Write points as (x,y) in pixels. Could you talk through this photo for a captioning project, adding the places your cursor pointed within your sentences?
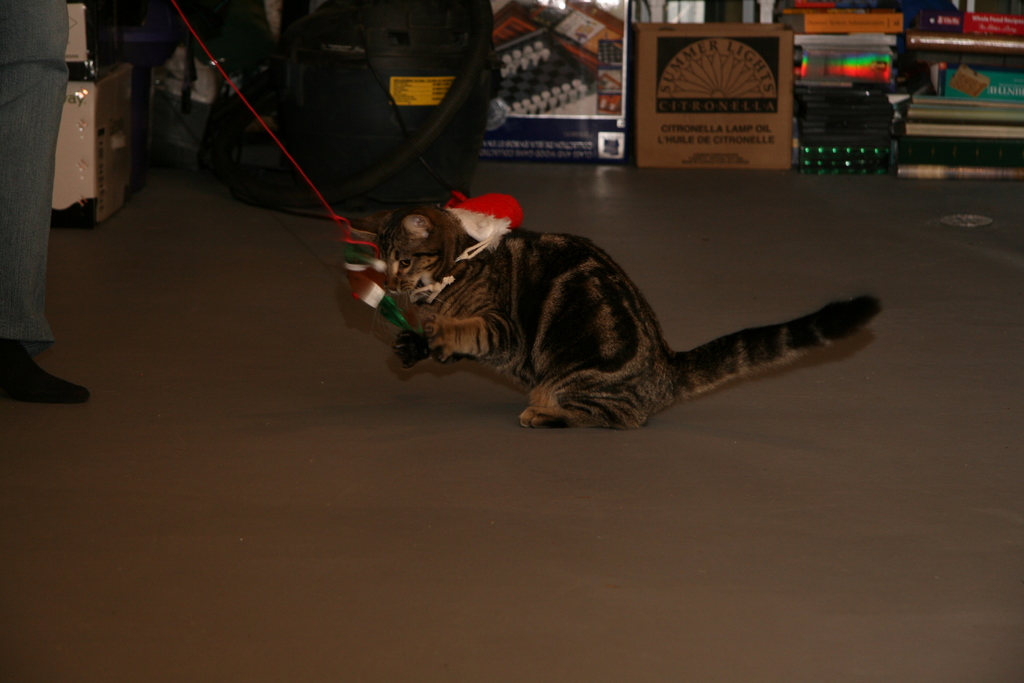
In this image we can see a cat (484,296). To the left side of the image (31,285) there is a person (39,216). In the background of the image (562,57) there are objects (829,110). At the bottom of the image (538,580) there is floor (369,579).
